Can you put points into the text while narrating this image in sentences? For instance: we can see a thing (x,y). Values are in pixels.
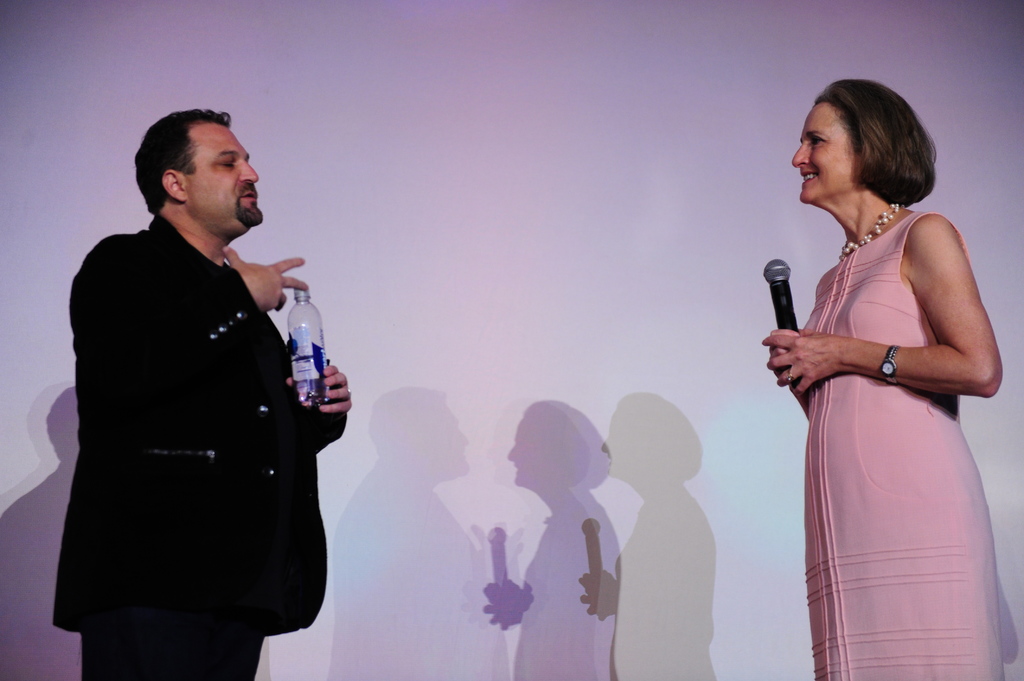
As we can see in the image there is a wall (522,361) and two people (259,543) standing. The woman (876,299) on the right side (897,359) is holding mic (780,282) and the man (200,278) on the left side (200,278) is holding bottle (310,369).
